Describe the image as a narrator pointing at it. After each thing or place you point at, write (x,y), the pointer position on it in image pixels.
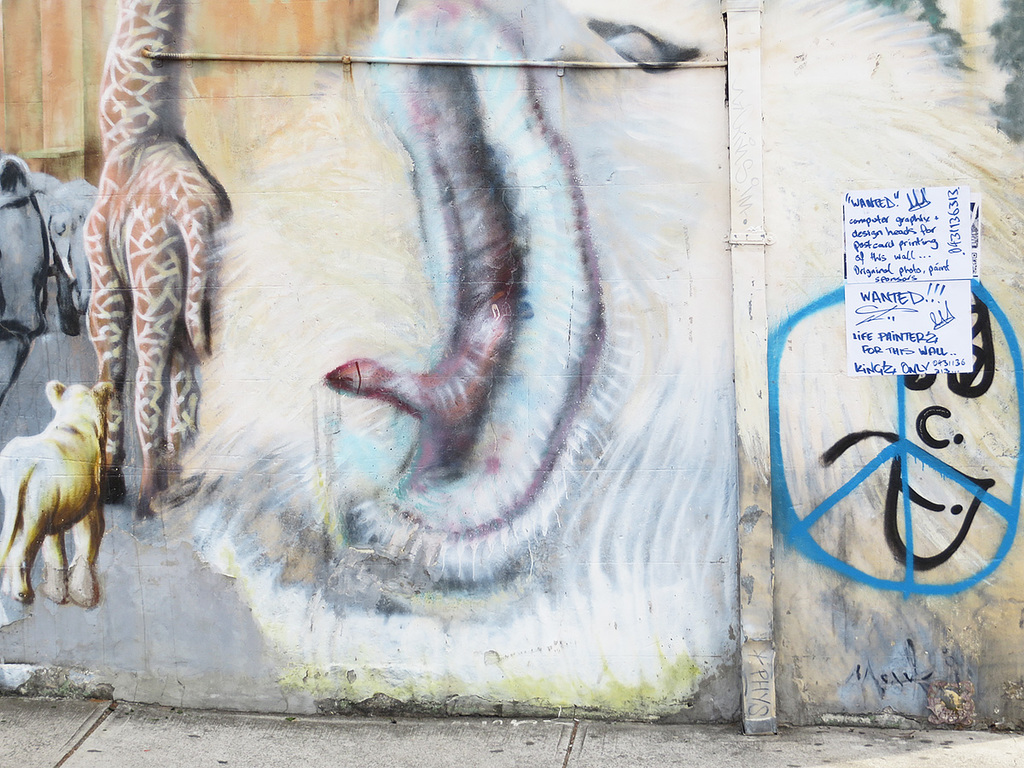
In this image we can see an art of animals (373,294) painted on the wall (385,331). Here we can see a poster (926,275) on which we can see some text (884,308) is written.
